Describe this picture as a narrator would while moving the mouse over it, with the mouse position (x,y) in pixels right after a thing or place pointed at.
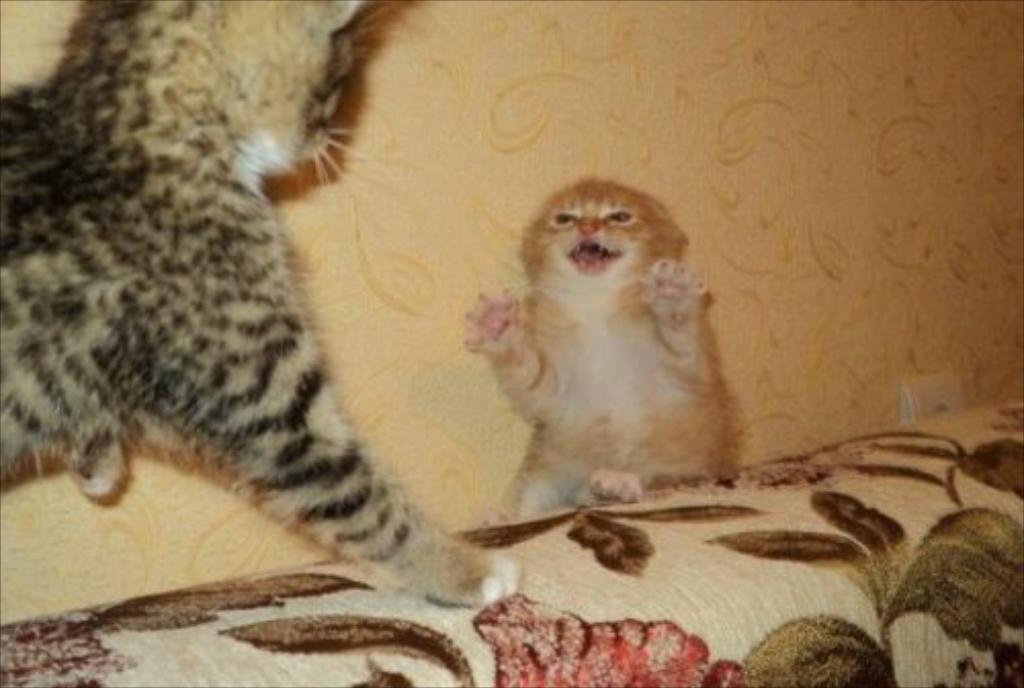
In this image we can see this cat (503,571) on the sofa (770,595) and this cat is near the wall (505,117).
